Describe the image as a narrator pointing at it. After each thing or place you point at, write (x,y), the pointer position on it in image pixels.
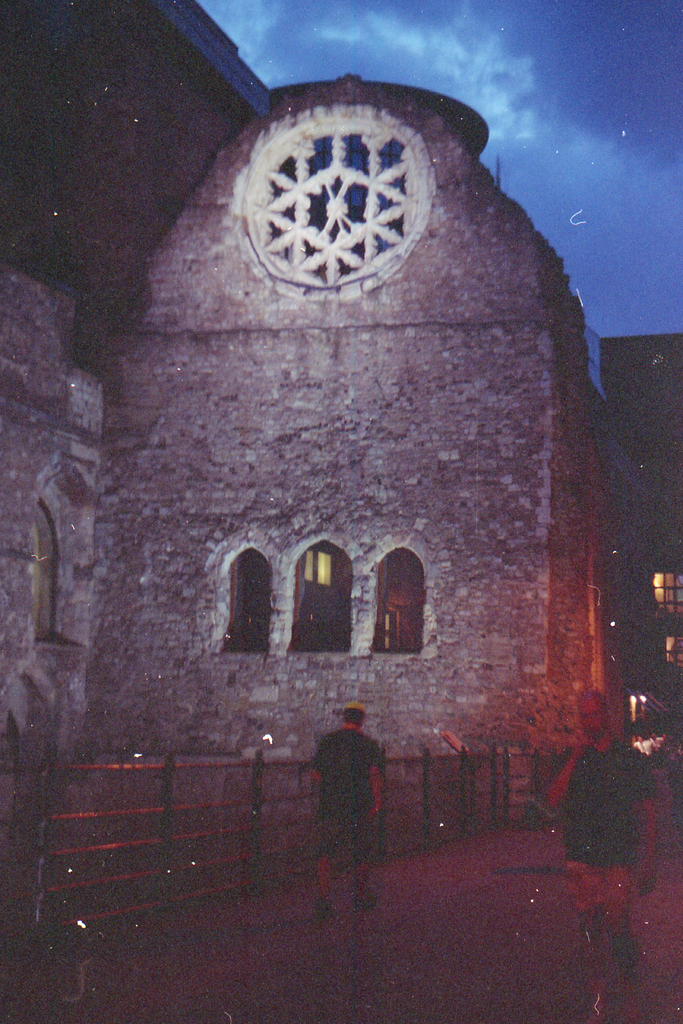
In this picture we can see the arch wall (308,723) in the front (384,701). On the bottom side (245,808) we can see the fencing railing (98,845) and two persons (630,823) walking on the pedestrian area (319,918).
